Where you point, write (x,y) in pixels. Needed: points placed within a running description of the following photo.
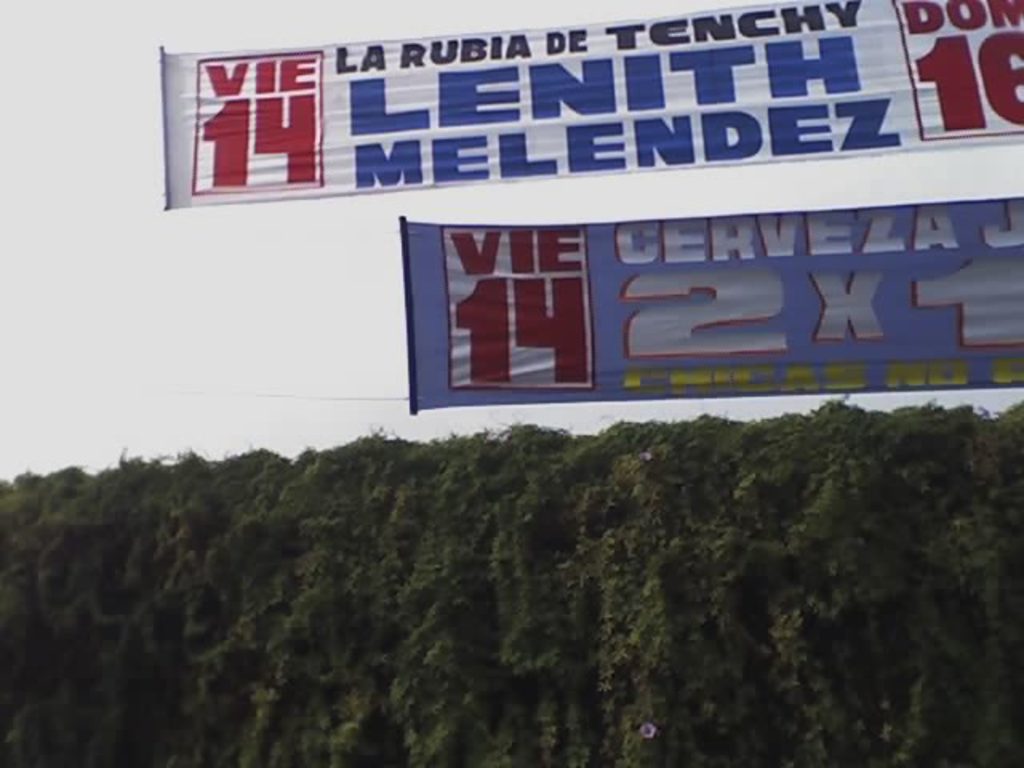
At the bottom of the image (103,514) there are some trees (213,477). At the top of the image (974,62) there are some banners (431,377). Behind the banners (971,375) there is sky (161,24).
